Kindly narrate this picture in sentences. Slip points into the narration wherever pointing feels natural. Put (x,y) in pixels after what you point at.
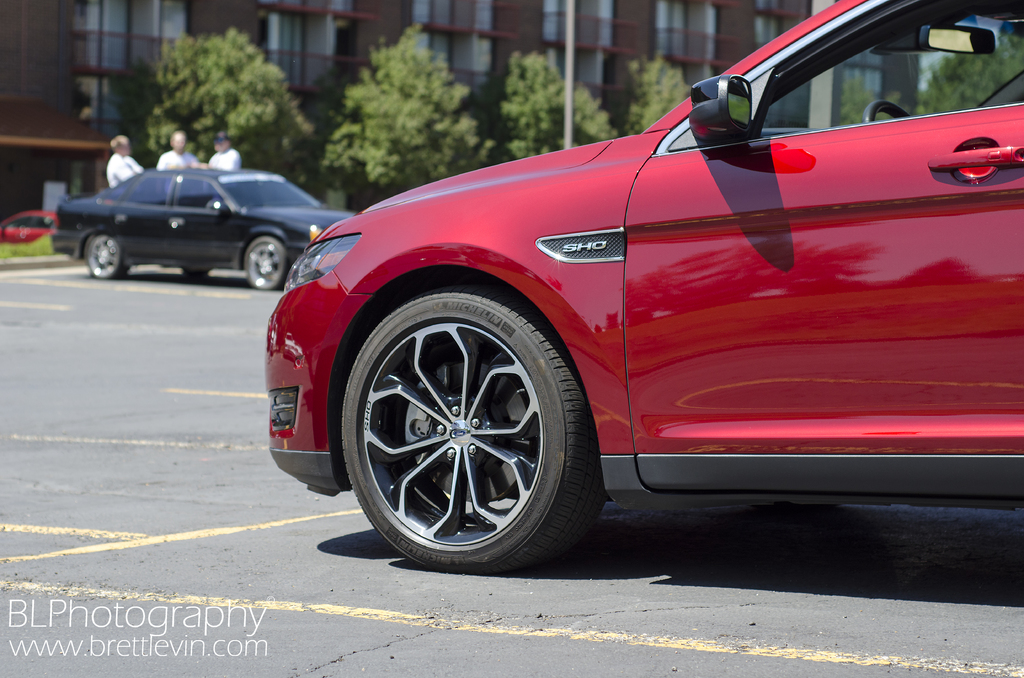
In this image there is a red color car (620,498) on the road (967,520), and in the background (82,65) there are cars (116,212), trees (157,147), building (102,137), three persons (161,164) standing and a watermark (159,619) on the image.
